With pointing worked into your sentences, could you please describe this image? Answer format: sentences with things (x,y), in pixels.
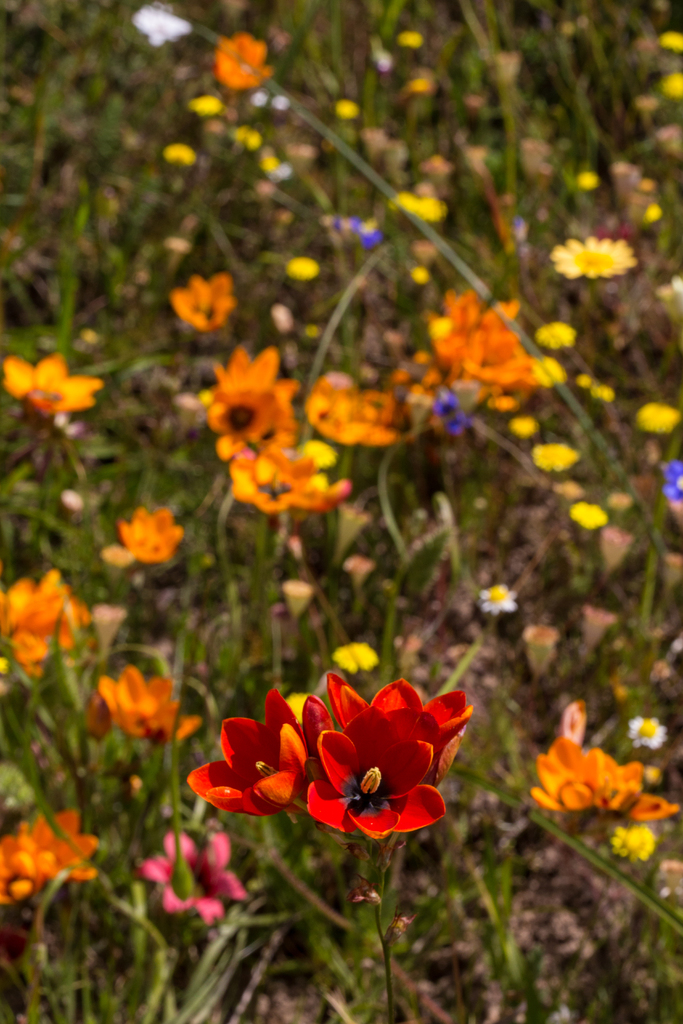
In this picture I can see number of plants (274,343) and I see number of flowers (272,170) which are of red, orange, white, yellow, pink and blue in color.
